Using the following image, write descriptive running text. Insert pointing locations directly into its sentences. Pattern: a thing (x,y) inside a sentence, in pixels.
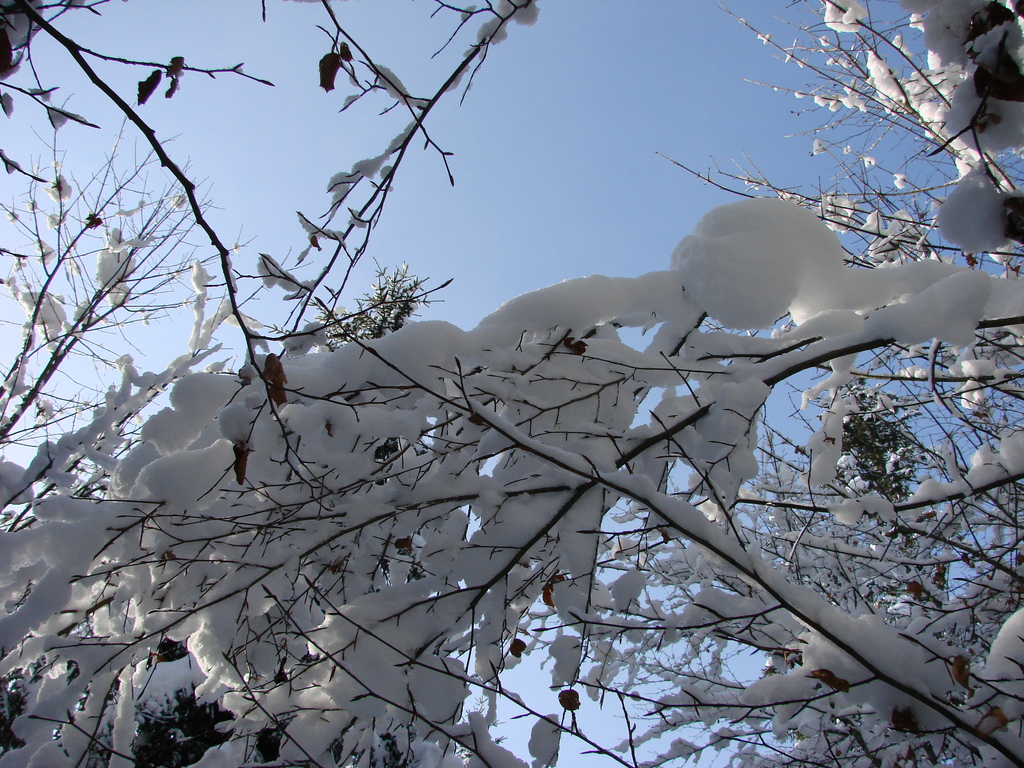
This picture is clicked outside. In the foreground (45,516) we can see the snow (782,313) on the stems (672,428) of the tree (1016,222). In the background (547,154) we can see the sky (545,151).
